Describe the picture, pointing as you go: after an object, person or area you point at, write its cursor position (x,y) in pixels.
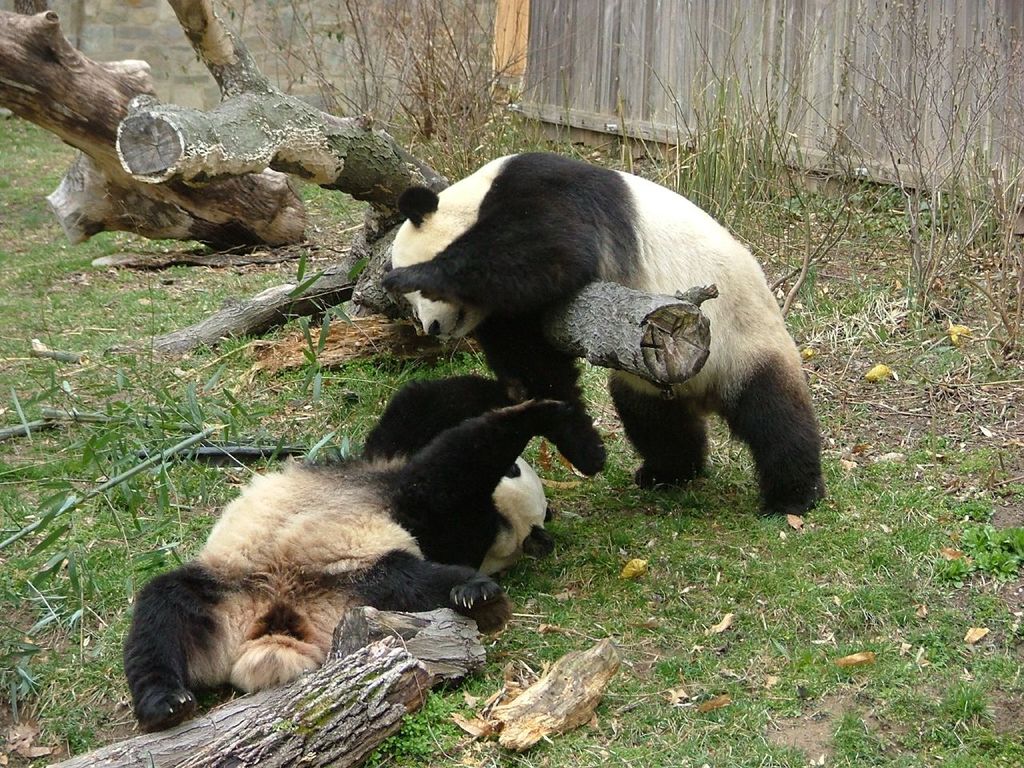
Here we can see a panda (496,491) lying on the ground (382,759) at the log (427,688) and another panda (769,501) is standing on the ground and resting its body (464,281) on a log (376,297). In the background (368,308) we can see wall (231,5), wooden fence (605,50), grass (20,158) and wooden logs (213,117).
